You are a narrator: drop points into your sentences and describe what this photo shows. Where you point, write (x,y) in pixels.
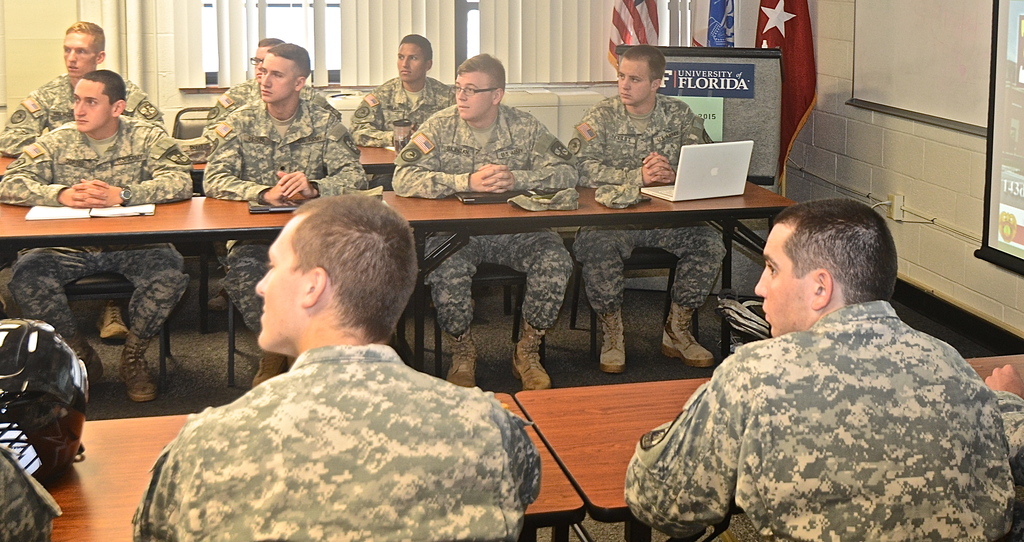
This image is taken indoors. In the background (161,56) there is a wall (57,34). There are a few windows (277,15) and there is a window blind (351,30). There are a few flags (793,9). There is a board (767,118) with a text (714,82) on it. A few men (580,139) are sitting on the chairs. There are two tables (214,200) with a laptop (682,187), a book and a few things (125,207) on them. At the bottom of the image (304,498) three men (339,490) are sitting on the chairs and there are two tables (150,443) and there is a helmet (44,425) on the table (119,459). On the right side of the image (910,142) there is a wall (889,153) and there is a projector screen (996,151).
